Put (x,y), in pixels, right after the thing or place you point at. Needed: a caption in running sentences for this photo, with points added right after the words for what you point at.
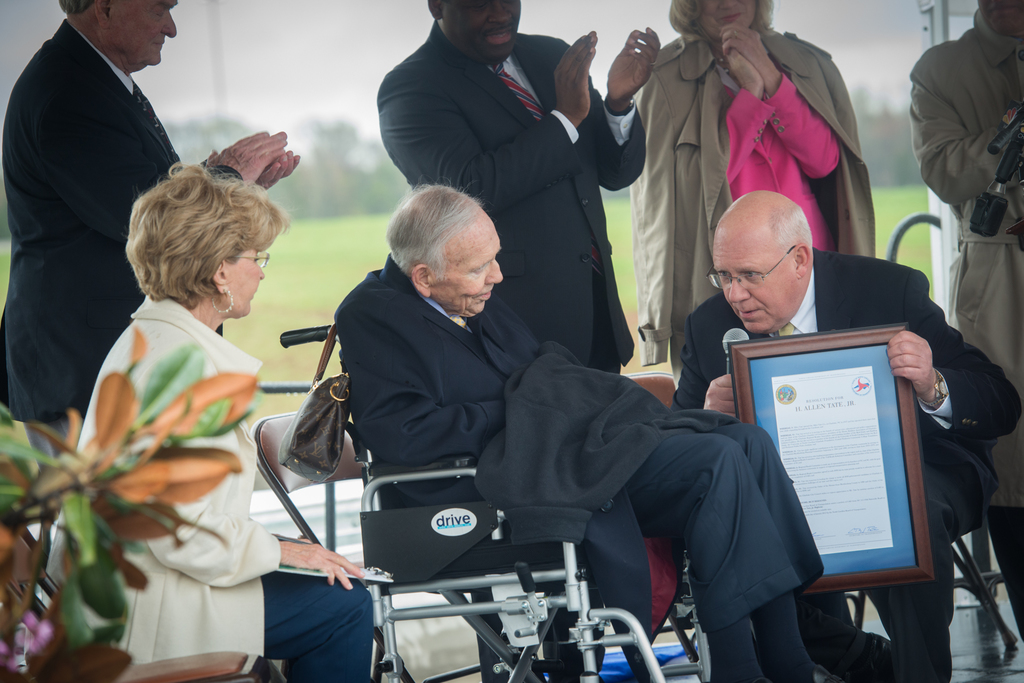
Here I can see a man (432,401) wearing suit (468,488) and sitting on the wheel chair (506,565). Beside this person (604,569) there is another man (802,323) holding a frame (847,405) in his left hand (895,352) and a mike (726,360) in right hand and speaking to this person (513,349). In the background (388,126) there are few people (481,169) standing and clapping by looking at these people (537,357). On the left side (244,363) there is a woman (238,562) wearing white color jacket (207,504) and looking at the man (426,326).
